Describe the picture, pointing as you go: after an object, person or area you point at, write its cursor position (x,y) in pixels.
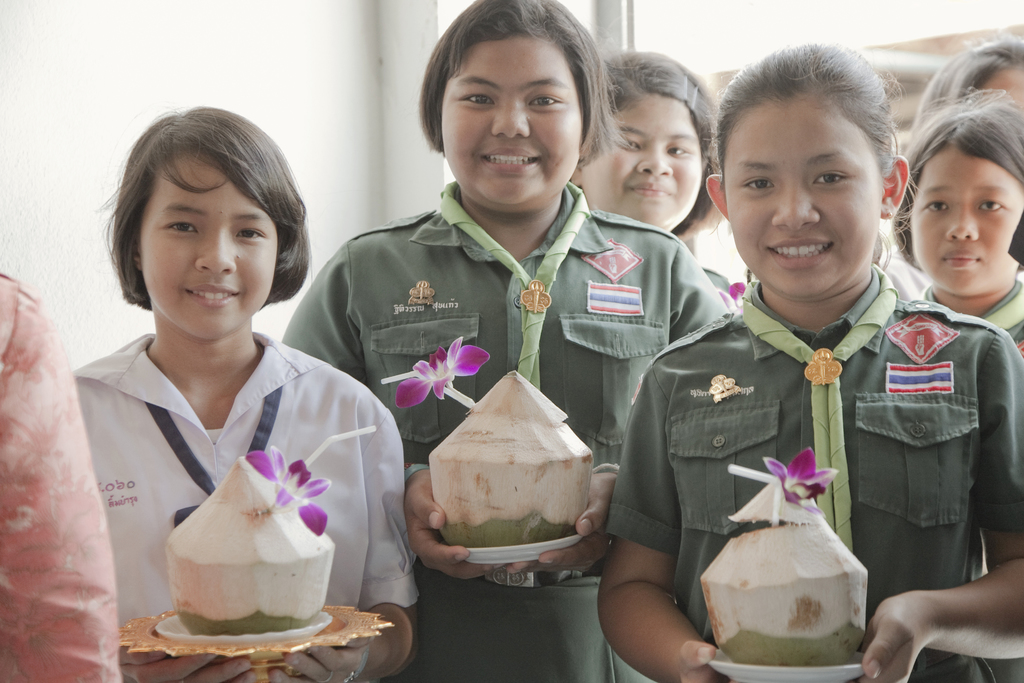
In the image there are few girls (672,322) in scout uniform (852,386) holding coconuts (513,537) with straw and flower (442,366) on it, behind them there is wall (323,71).
